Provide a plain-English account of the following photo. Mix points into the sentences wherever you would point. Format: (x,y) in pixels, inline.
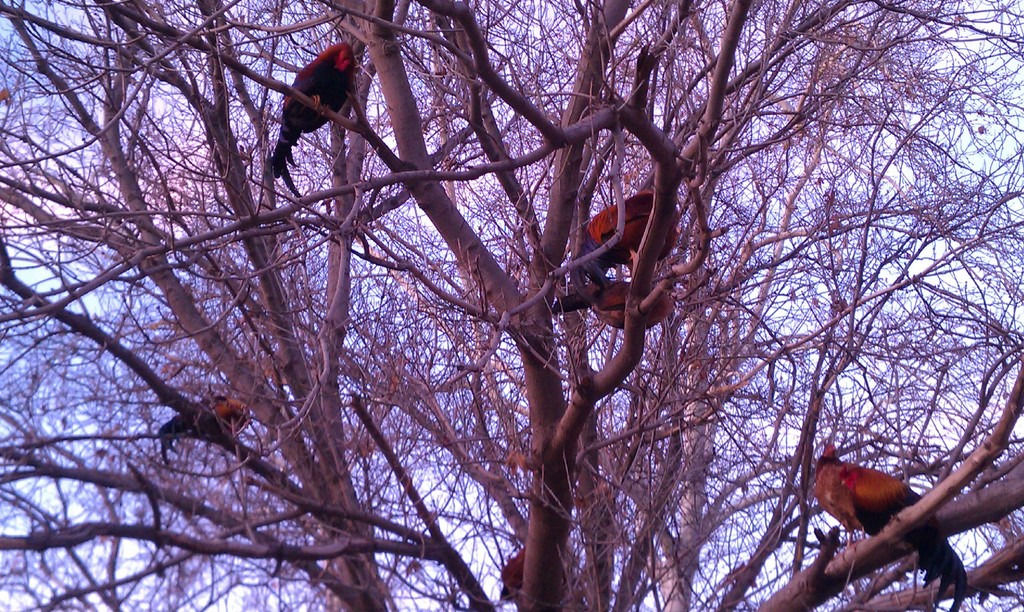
In this picture there are birds (320,56) on the branches (651,295) of a tree (724,295) in the image and there is sky (45,280) in the background area of the image (12,113).
